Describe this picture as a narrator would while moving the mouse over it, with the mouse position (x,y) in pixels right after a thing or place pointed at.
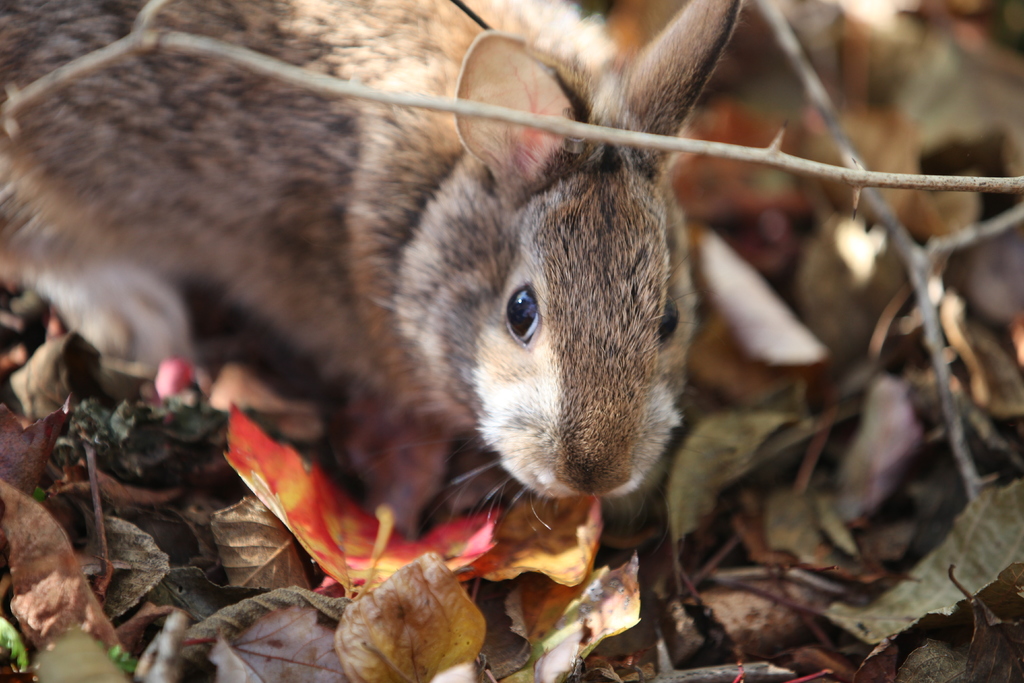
In this image we can see an animal (377,262). There are many dry leaves (639,556) on the ground (771,604). There are few twigs (866,183) on the ground (906,369) in the image.
